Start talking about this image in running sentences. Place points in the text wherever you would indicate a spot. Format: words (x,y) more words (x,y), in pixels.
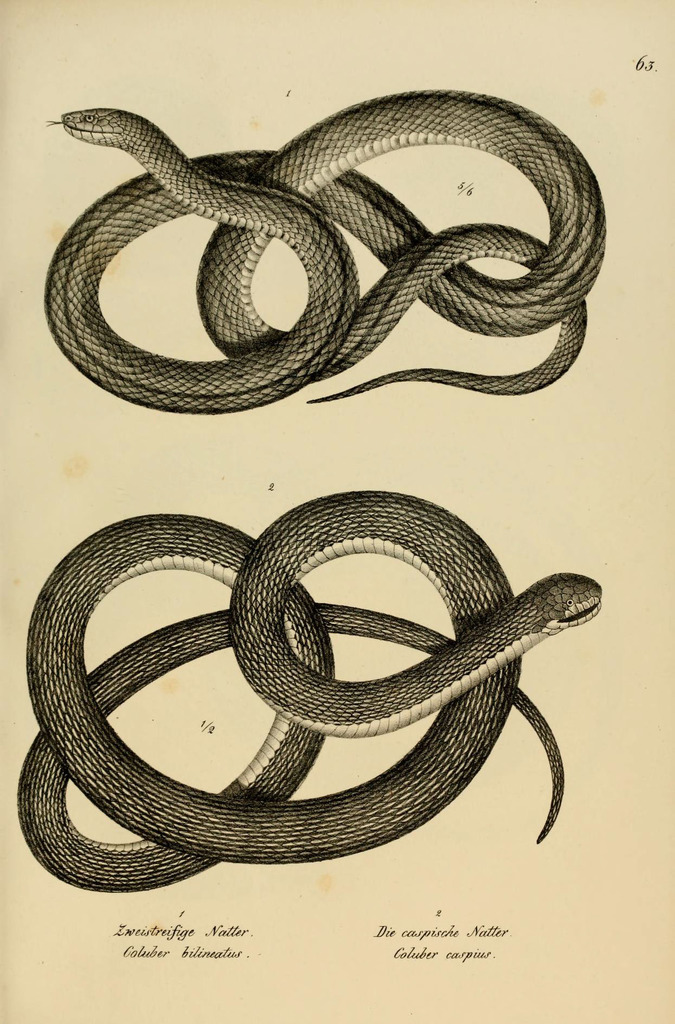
In this picture I can see the text (479,953) at the bottom (433,934), in the middle (447,682) there are images (232,557) of the snakes (215,553).
